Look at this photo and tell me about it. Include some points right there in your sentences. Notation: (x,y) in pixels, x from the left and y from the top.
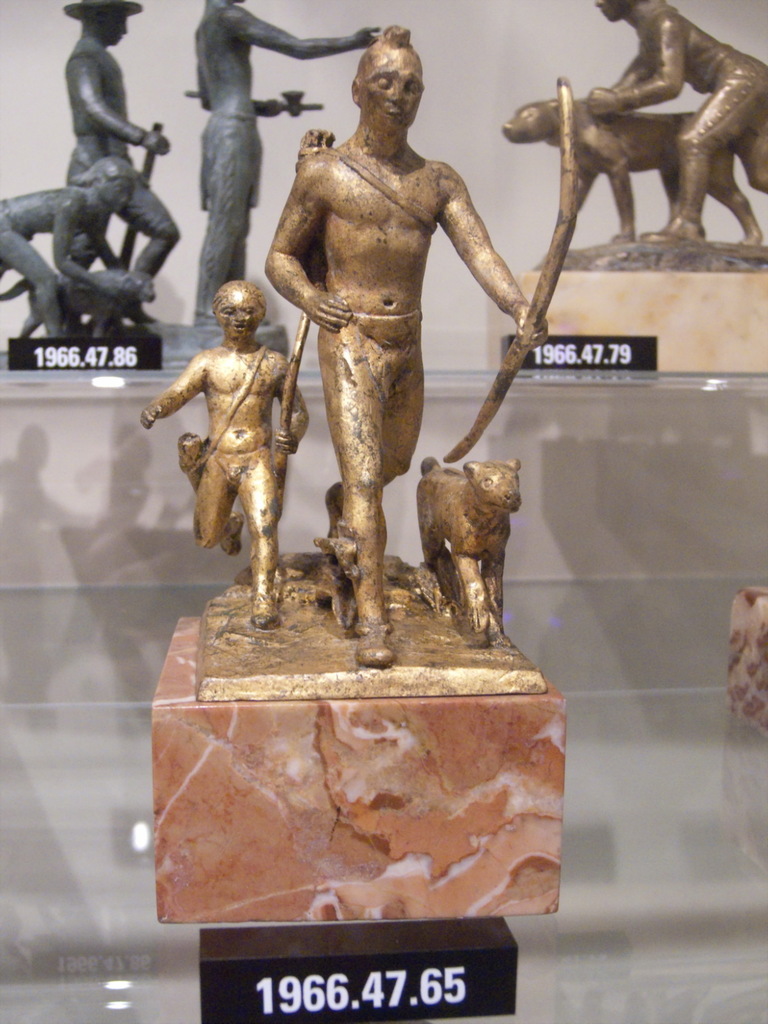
In this image I can see sculptures (349,199). This sculpture (380,308) is gold in color which is placed on the marble (288,752). At background (208,289) I can see two more sculptures (187,95) one is grey in color and the other one is gold in color. These are the name boards (142,341) with dates (307,978) on it.
